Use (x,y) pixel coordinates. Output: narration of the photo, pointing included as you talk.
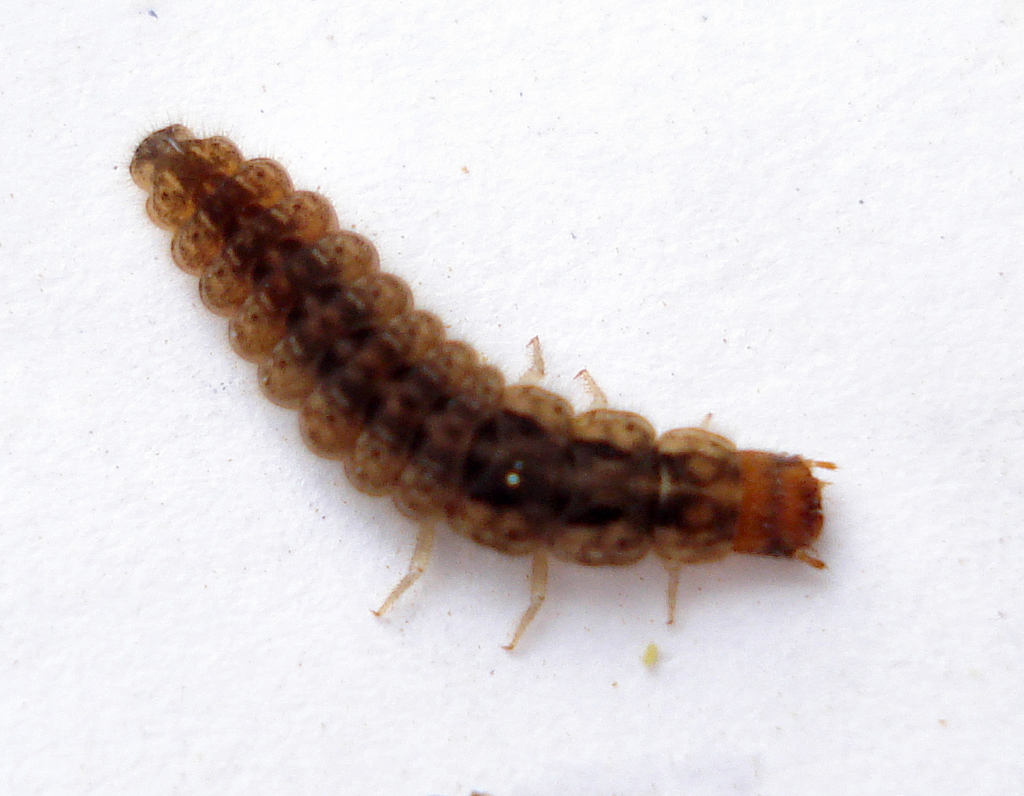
In the center of the image (422,332) we can see a worm (336,332) on the surface (939,623).
